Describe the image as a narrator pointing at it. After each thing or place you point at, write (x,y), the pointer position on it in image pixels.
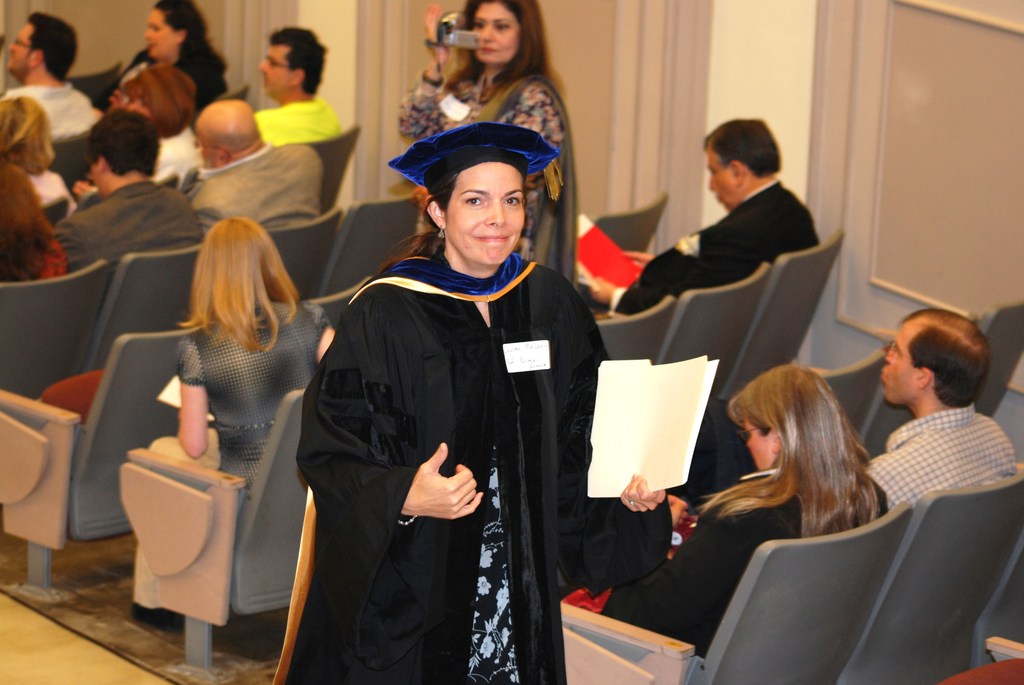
In front of the image there is a person (457,330) holding the papers (645,423). Behind her there is another person (482,53) holding the camera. There are a few people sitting on the chairs (783,582). In the background of the image (604,39) there is a wall (245,51). At the bottom of the image (84,651) there is a mat (102,639) on the floor (109,618).
